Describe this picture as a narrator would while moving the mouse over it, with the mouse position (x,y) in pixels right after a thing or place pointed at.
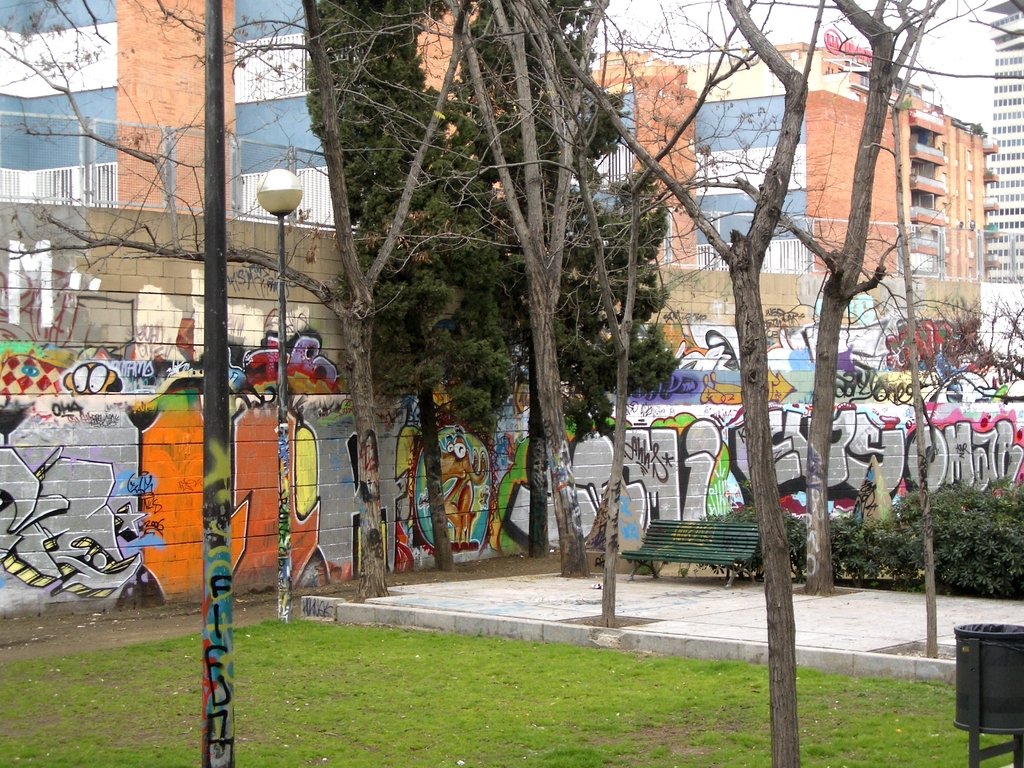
In this picture I can see the grass (656,673), path (349,584), few plants (952,494), a bench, a bin (988,644) and the wall (728,462) in front (948,703) and I can see the art (737,496) on the wall (456,430). I can also see few trees (365,199) and a light pole (279,228). In the background (24,175) I can see the buildings (291,105).
